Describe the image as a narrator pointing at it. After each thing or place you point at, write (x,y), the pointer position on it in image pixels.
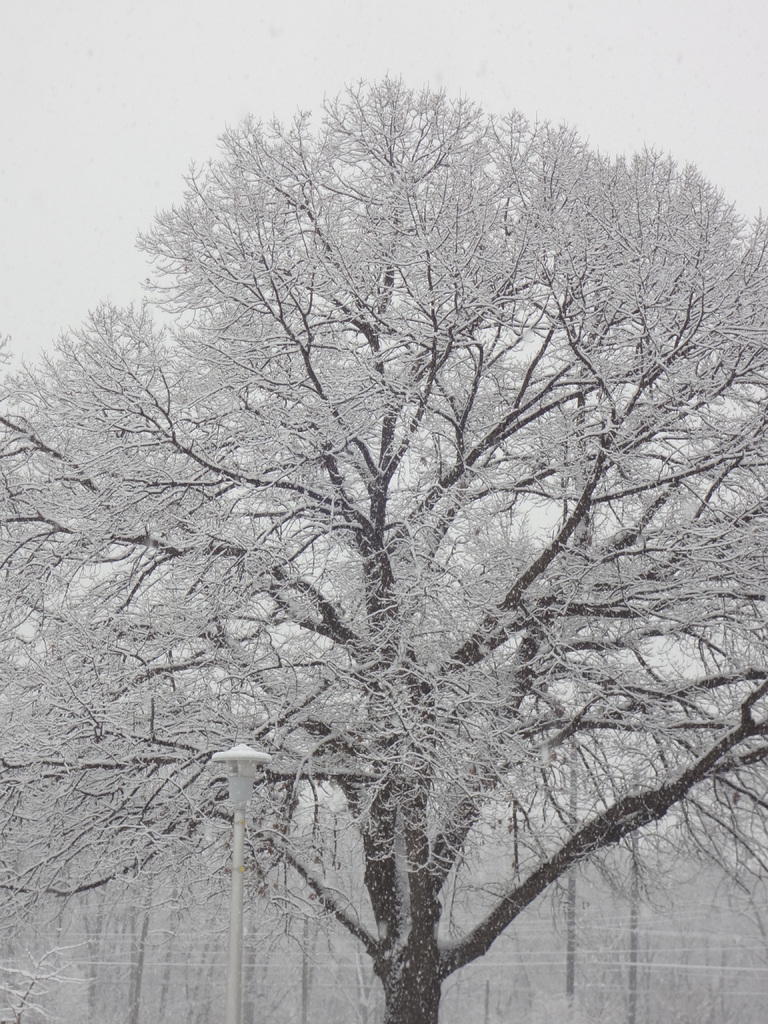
This image consists of a tree (364,486). There is snow (408,360) on the tree (423,664). It has branches (248,545).
